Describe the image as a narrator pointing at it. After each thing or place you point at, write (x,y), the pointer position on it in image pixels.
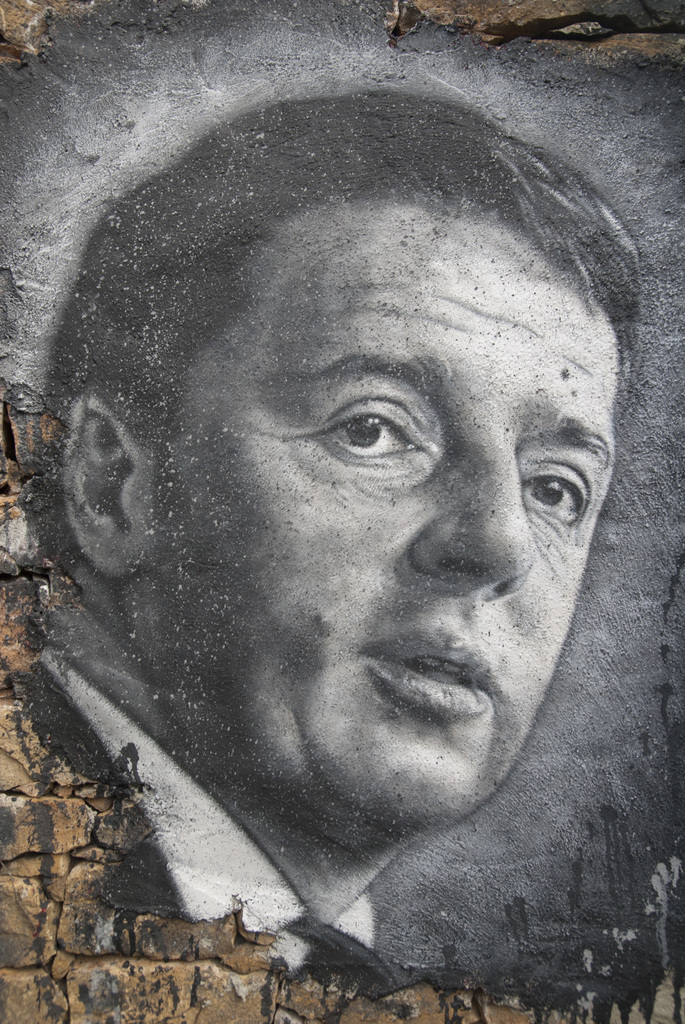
In this image in the center (287,524) there is an art (284,439) of a person (631,317) on the wall (98,213), and there are some rocks (81,964).
